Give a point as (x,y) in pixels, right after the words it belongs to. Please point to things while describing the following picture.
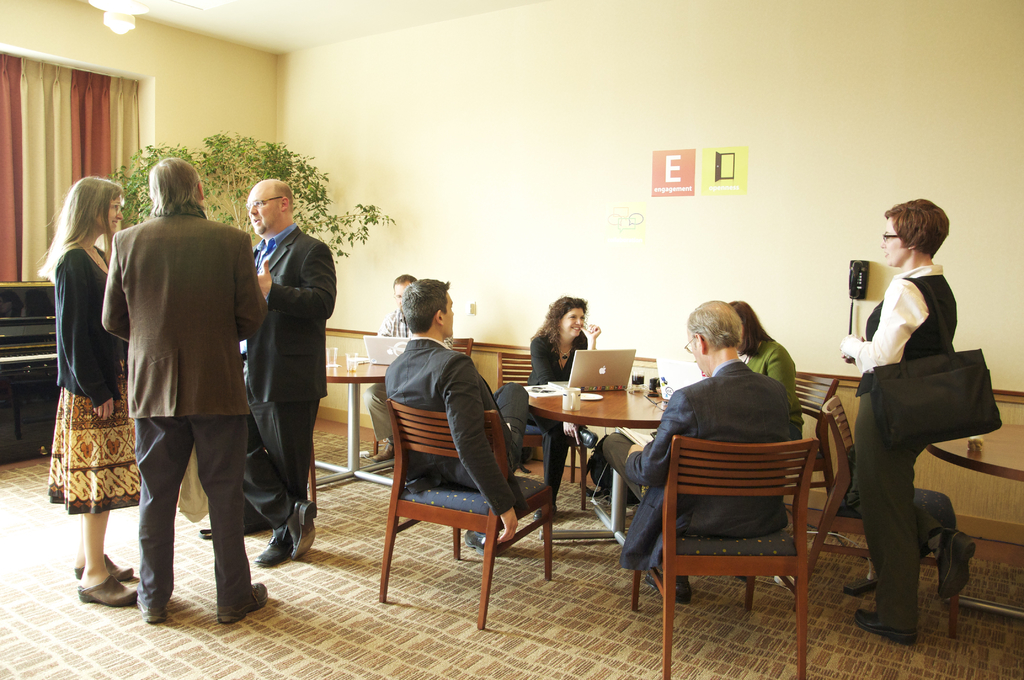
Few persons (475,379) sitting on the chairs (503,379) and few persons (164,374) standing and this person (868,421) wear bag (942,355). On the background (433,95) we can see wall (251,106), curtain (49,145), plant (267,171). We can see laptops (580,373), glass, paper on the table (585,401). This is floor (269,652).
